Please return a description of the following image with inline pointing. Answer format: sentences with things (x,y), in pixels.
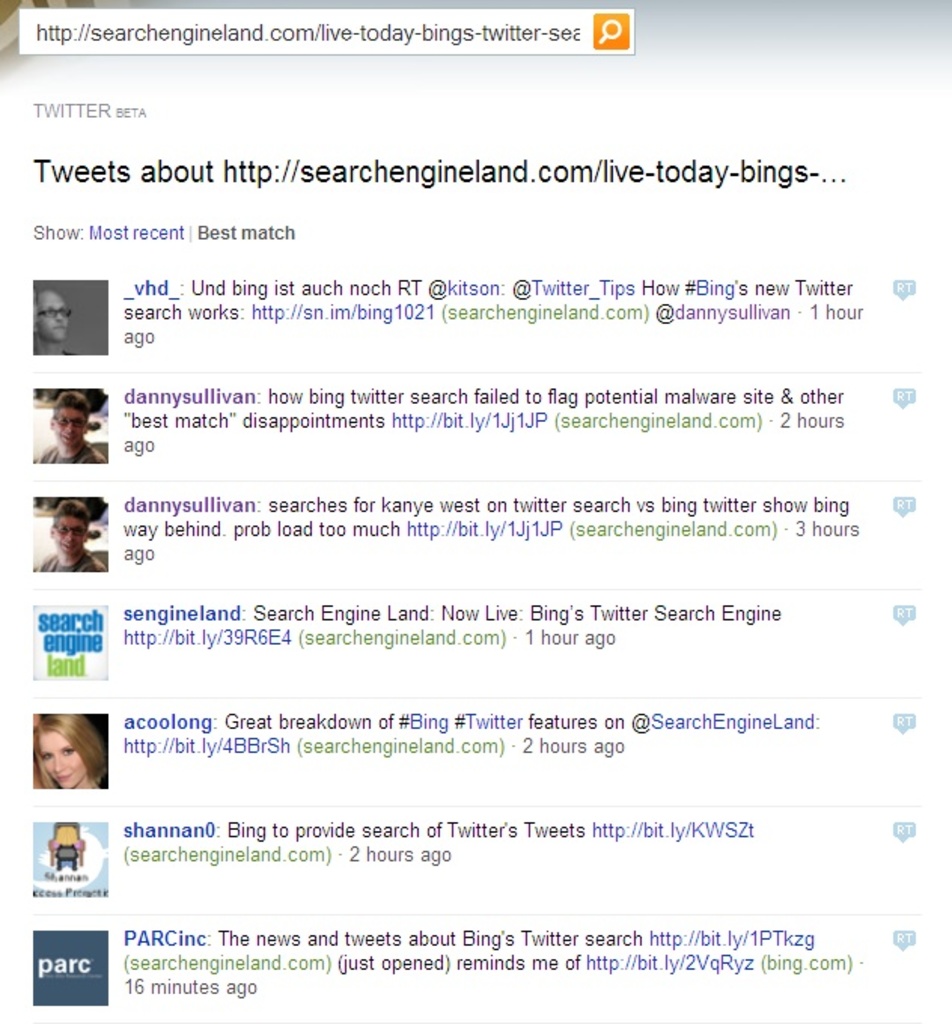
In this image there is a screen shot of the tweets (329,283) one after the other. There are so many tweets (446,539) in this image.
